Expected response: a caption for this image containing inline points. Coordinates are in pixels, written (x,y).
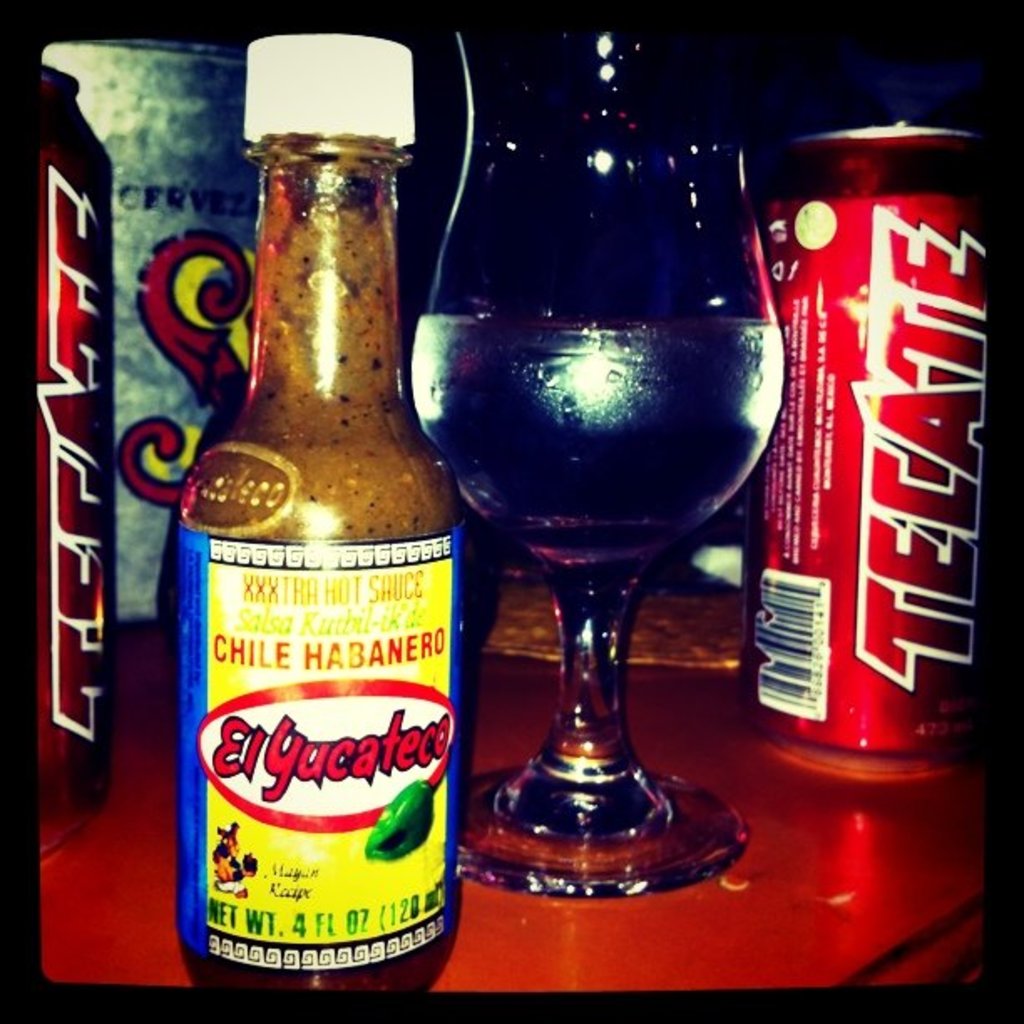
In this image I see a bottle (341,467), a glass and two cans (818,224), I can also see that there are few words (400,625) written on the bottle (308,890) and the cans (813,535).
